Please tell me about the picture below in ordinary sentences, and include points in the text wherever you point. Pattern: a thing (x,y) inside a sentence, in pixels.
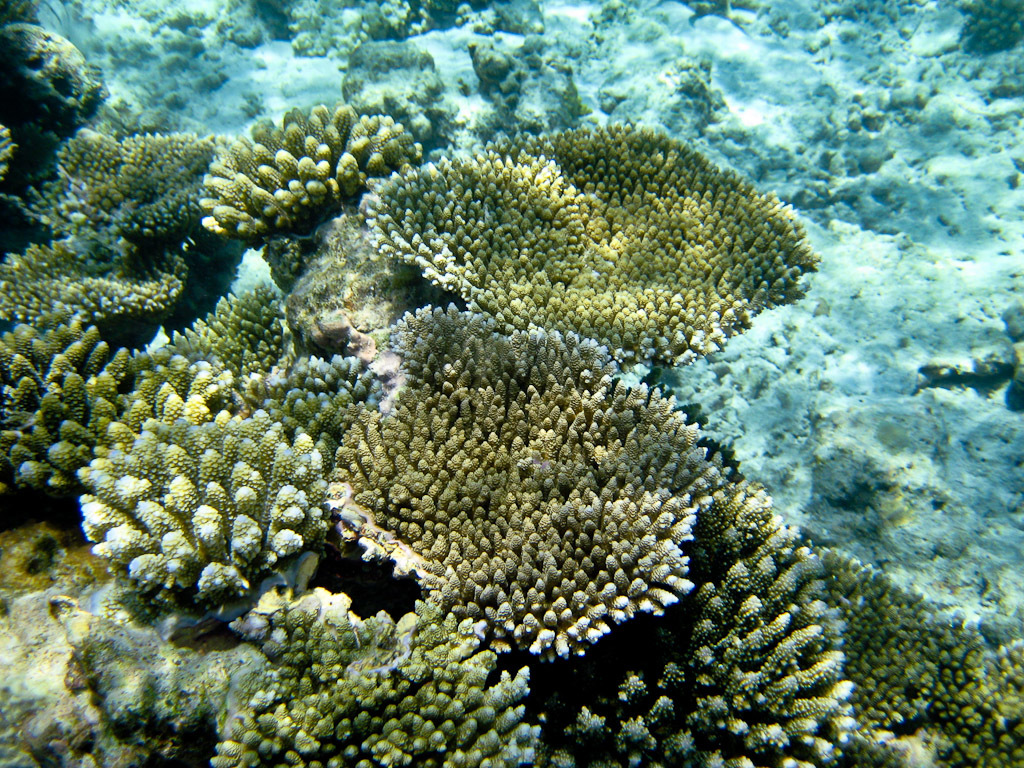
In this image we can see an underwater environment (569,293).
